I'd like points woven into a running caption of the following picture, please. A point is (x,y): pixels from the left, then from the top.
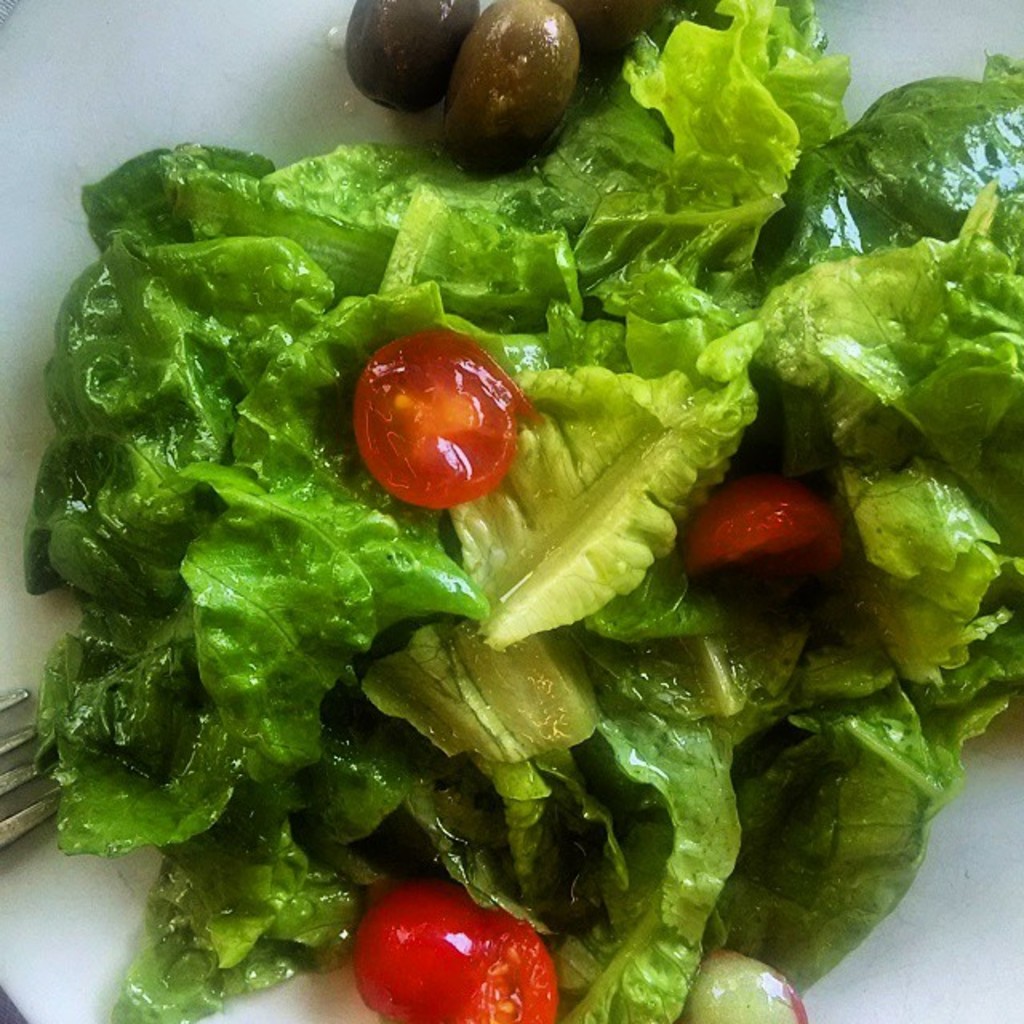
In this image there is a plate (101,889). On the plate (47,873) there are green leaves (647,503) and some vegetables (426,391). On the left side (4,788) there is a fork (4,834).
